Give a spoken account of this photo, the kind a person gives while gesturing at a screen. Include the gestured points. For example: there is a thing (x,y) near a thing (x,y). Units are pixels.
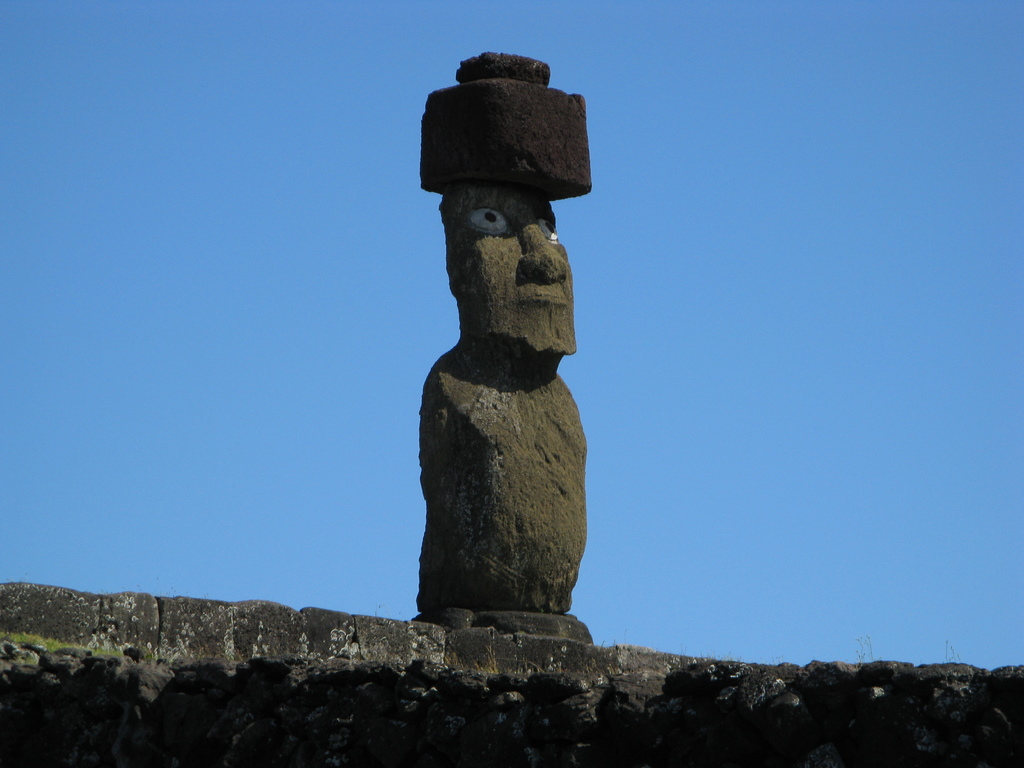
In the background (629,166) portion of the picture we can see a clear blue sky (703,152). At the bottom portion of the picture (547,690) we can see the wall (432,668) and on the wall (515,630) we can see a sculpture (504,367).
